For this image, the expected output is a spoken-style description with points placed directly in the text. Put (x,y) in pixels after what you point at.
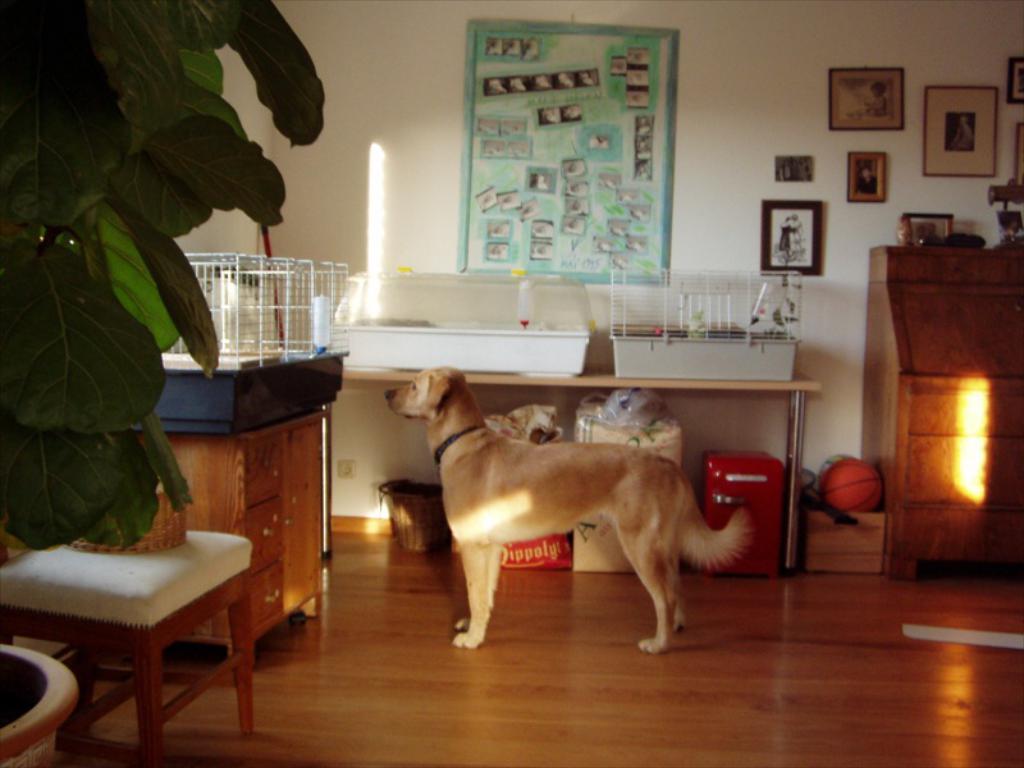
a dog (549,487) is standing. behind him on the wall (807,20) there are photo frames (884,169). at the left corner (68,556) there is a plant (72,498) and a chair (136,583).
